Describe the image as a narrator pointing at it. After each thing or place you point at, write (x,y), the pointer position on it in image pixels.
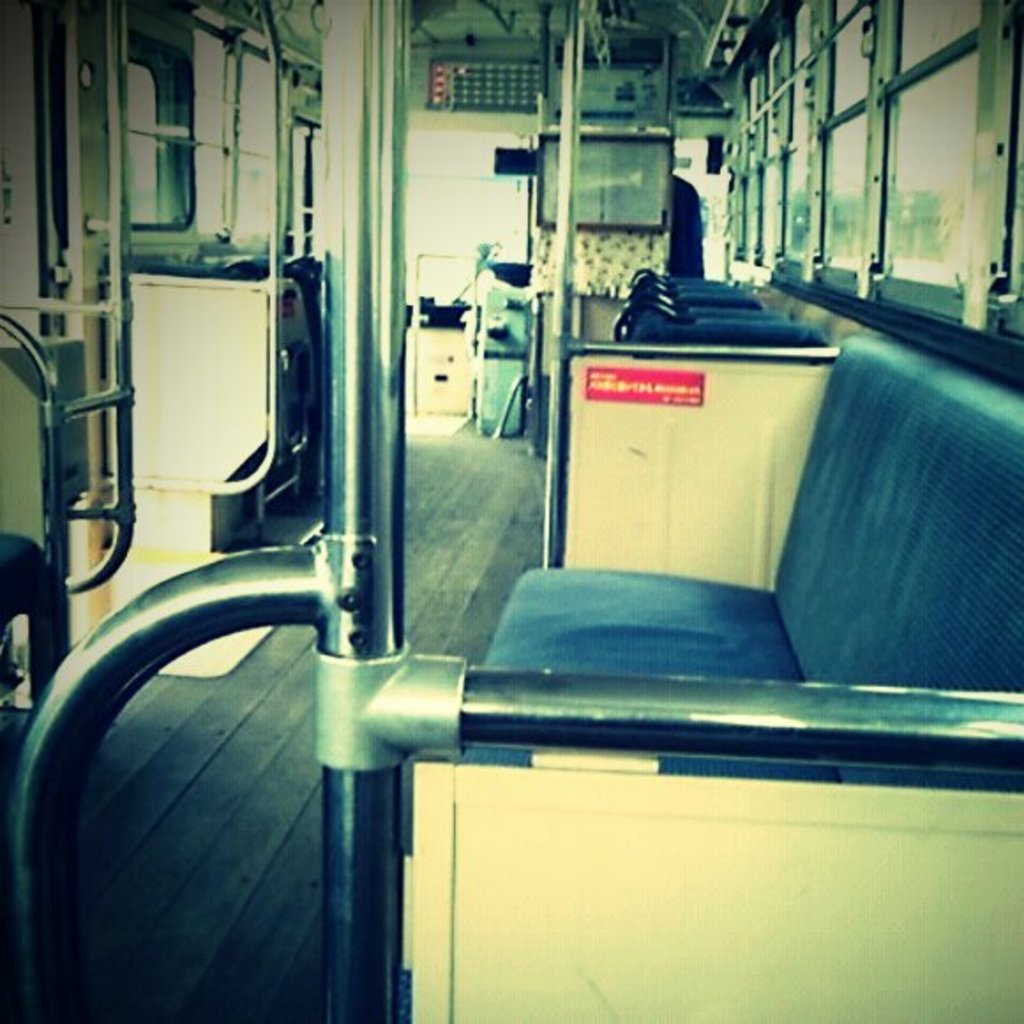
This is an inside view of a vehicle (482,561). On the right side (730,317), I can see the chairs (774,343) and the windows (829,209). In front of the seats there are two poles (354,223). In the background (292,300) some other seats (243,264) and I can see the windows (246,142).
